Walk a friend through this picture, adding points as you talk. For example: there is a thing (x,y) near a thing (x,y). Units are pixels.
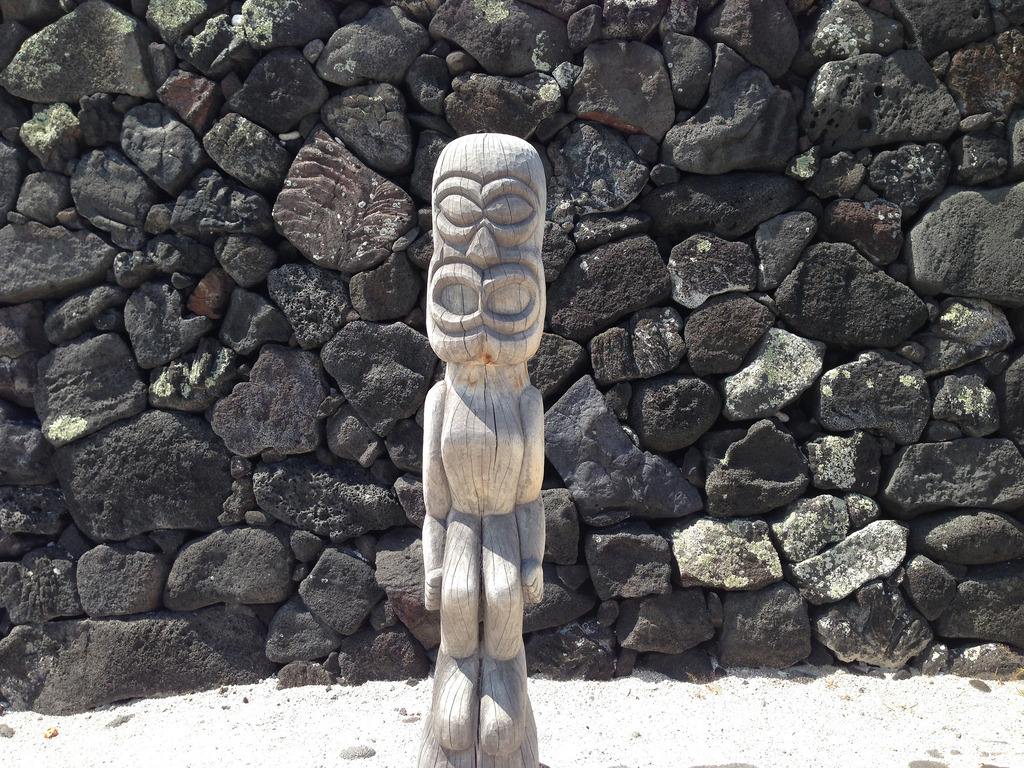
In front of the picture, we see a wood carved statue (507,569). At the bottom (395,710), we see the stones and the sand (593,715). In the background (796,301), we see the stones (219,548) in black color.
